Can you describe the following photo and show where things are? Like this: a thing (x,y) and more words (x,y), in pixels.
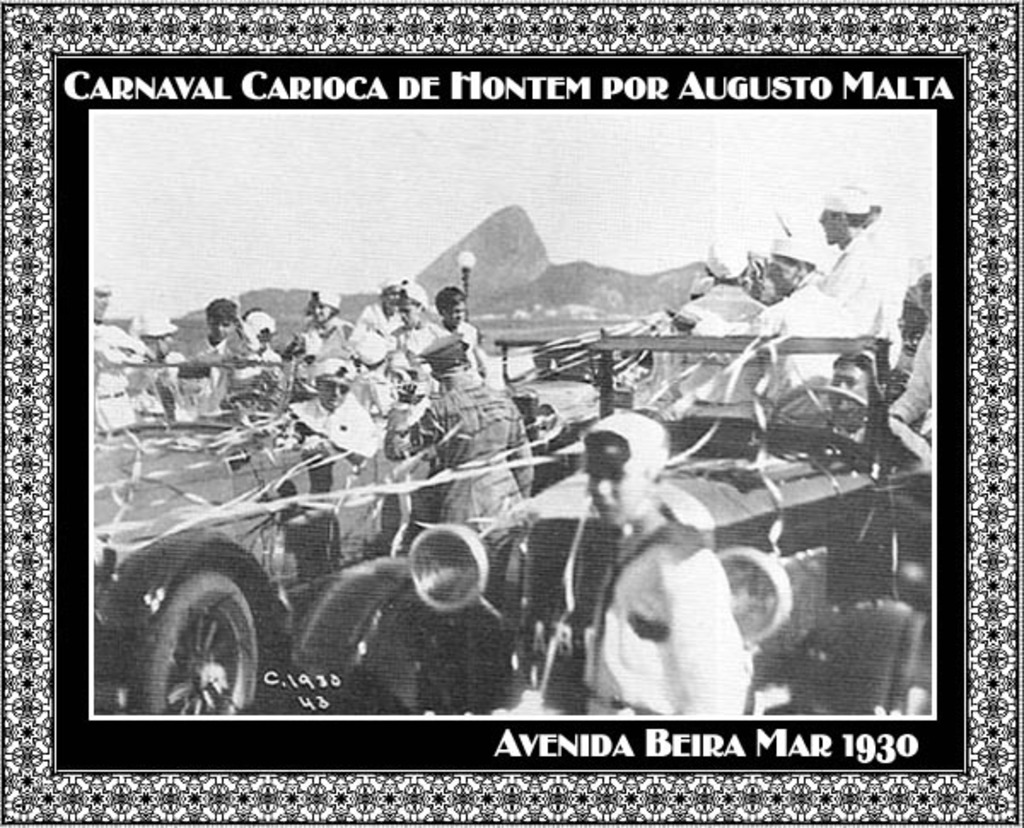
This is a poster (993,271) which is having texts (868,91), an image (844,346) and a border (56,409) which is having a design (1015,187). In the image, there are persons (331,424) in the vehicles (857,515). Beside them, there is a person (729,658). In the background (245,201), there are mountains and there is sky (431,201).
